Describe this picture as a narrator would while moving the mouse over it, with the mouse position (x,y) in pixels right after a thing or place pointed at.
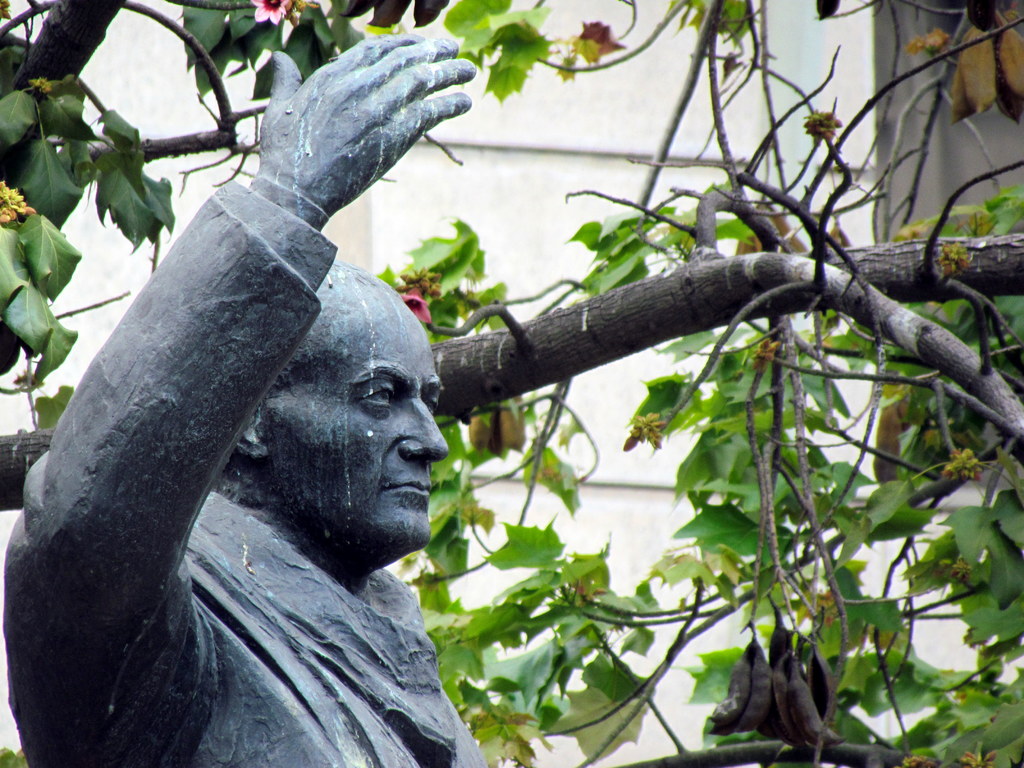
In the foreground of this image (343,477), there is a man's sculpture (365,535). Behind him, there is a tree (416,313) with few flowers (298,3) and in the background (551,140), there is the wall (563,167).
